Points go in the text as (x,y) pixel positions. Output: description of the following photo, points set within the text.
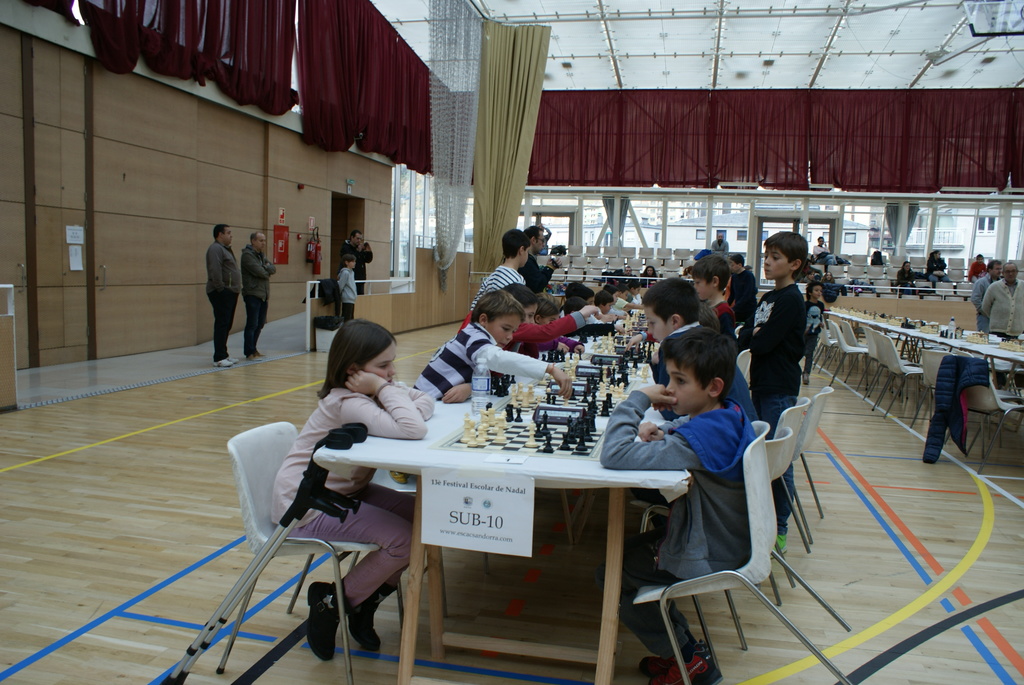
This image is clicked in an Auditorium (958,493). Where there is tent (863,55) on the top (904,52) and curtains (473,118) on the top (659,163). There are so many tables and chairs (929,358). People (722,275) are sitting on chairs (671,591) around that tables (460,405). There are so many chess boards (548,407), chess coins (524,392) and water bottles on that table (498,413). On the left side (228,318) there are people (253,318) standing and there are doors (789,225) in the back side (834,234).
